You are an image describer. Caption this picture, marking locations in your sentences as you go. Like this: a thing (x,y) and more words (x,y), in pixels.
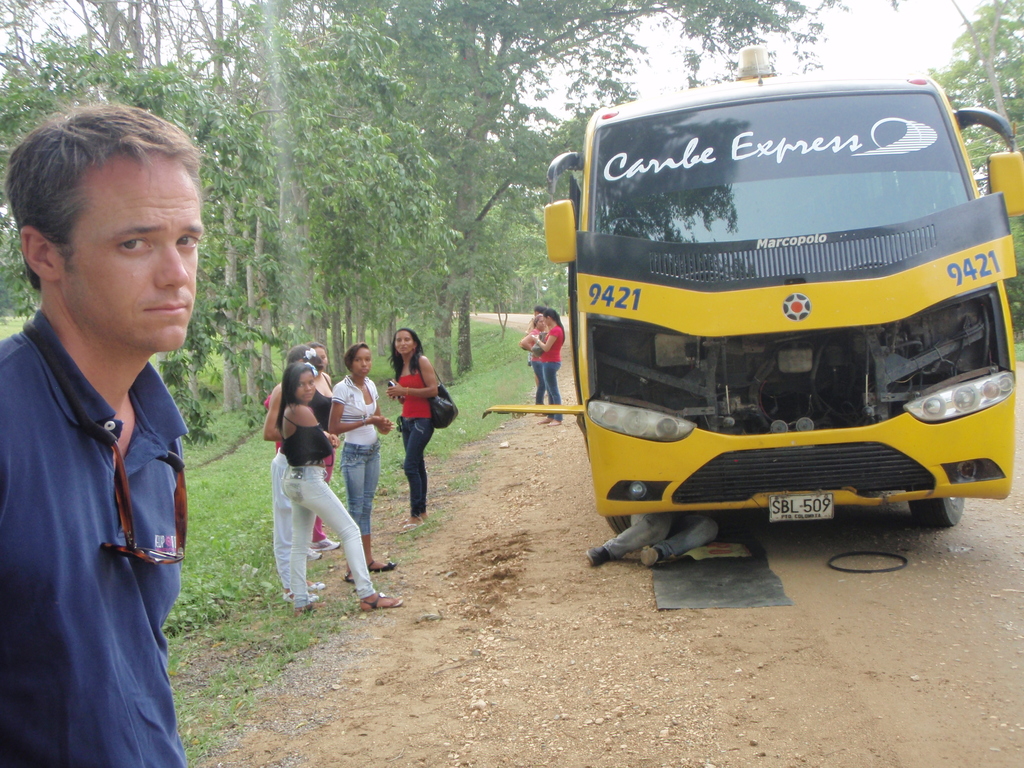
In this image on the right (803,318) there is one bus (689,344) and on the left (139,579) there are some persons (298,468) who are standing and in the background (322,125) there are some trees (349,241) and grass (495,371), at the bottom (599,635) there is a road (679,635).
